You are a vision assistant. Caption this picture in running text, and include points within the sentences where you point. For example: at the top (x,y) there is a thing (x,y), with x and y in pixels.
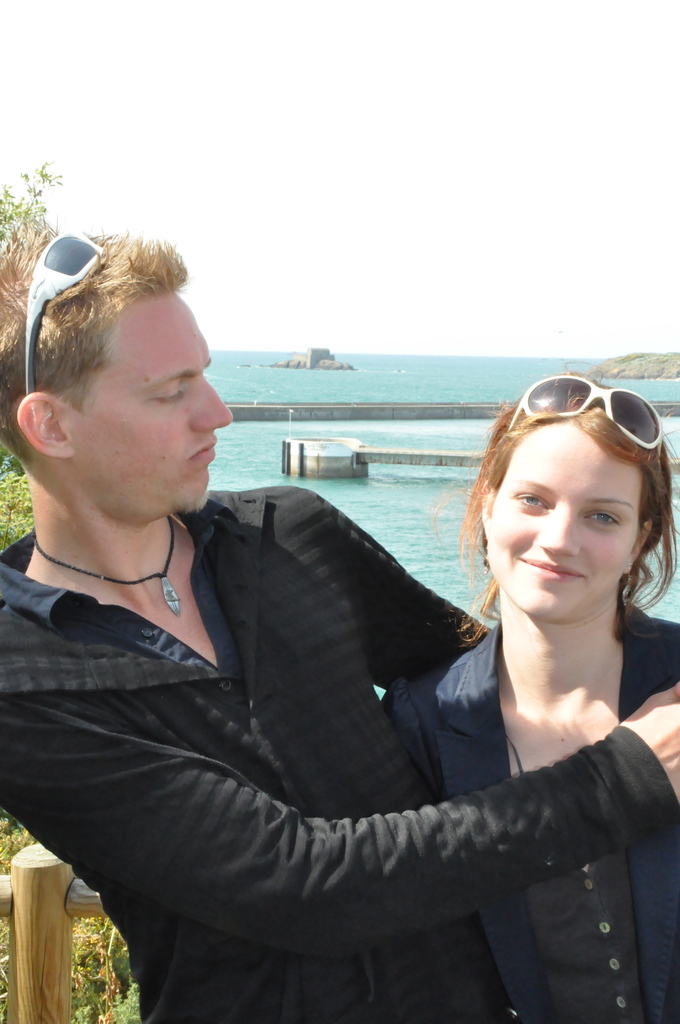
In this image there is a man (327,561) and a woman (567,665) standing, there is a wooden fencing (55,906) towards the bottom of the image (79,931), there are plants (91,951) towards the left of the image (76,944), there is the sea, there is a rock (651,365) towards the right of the image (636,369), there is the sky (365,157) towards the top of the image (380,220).
